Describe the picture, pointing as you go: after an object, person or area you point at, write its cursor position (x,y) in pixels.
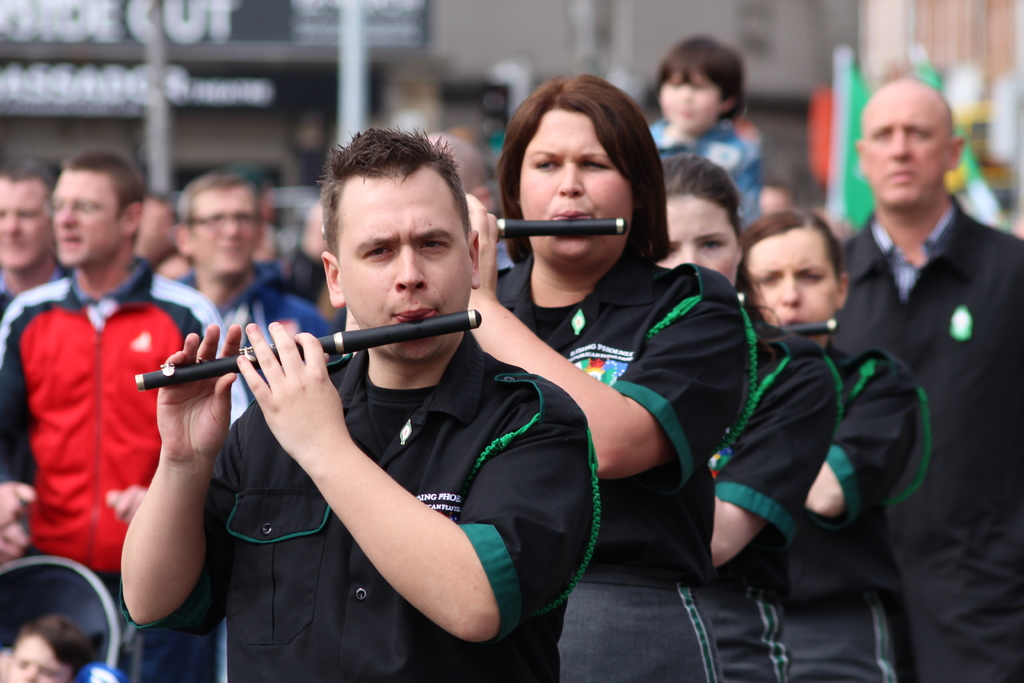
In this image, group of people (814,434) are standing, few (380,392) are playing a musical instrument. At the background (852,91), we can see flags (849,78), building (474,40), boards (201,84). At the bottom (120,661), we can see stroller (98,638) and a person (46,660) here.
